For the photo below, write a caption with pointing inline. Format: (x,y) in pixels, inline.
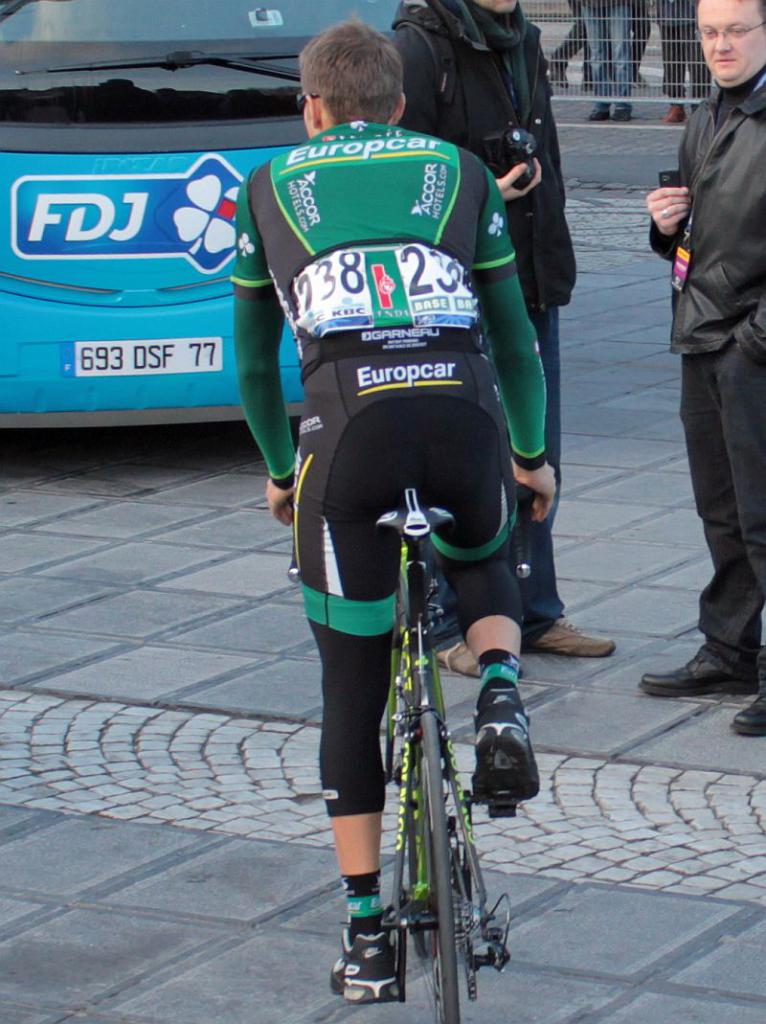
There is a man (375,742) riding bicycle (432,851) on road (394,808) and behind him there is a bus (174,253) and few man (751,244) standing holding camera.
